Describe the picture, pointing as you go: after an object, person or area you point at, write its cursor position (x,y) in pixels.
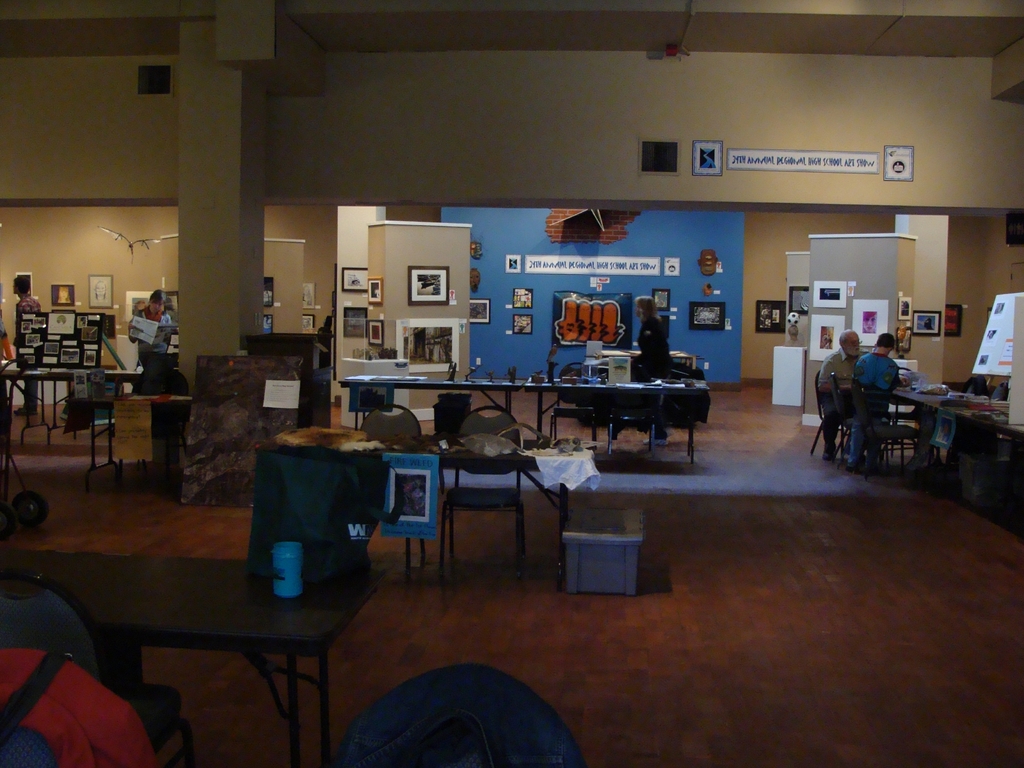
In this image, we can see few people (139,355), there are so many tables (104,371), chairs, few items (401,502) are placed on it. At the back side (835,296), we can see photo frames (59,299), posters (631,300), stickers (668,268), board (993,322), wall (709,207), pillar (241,268).
